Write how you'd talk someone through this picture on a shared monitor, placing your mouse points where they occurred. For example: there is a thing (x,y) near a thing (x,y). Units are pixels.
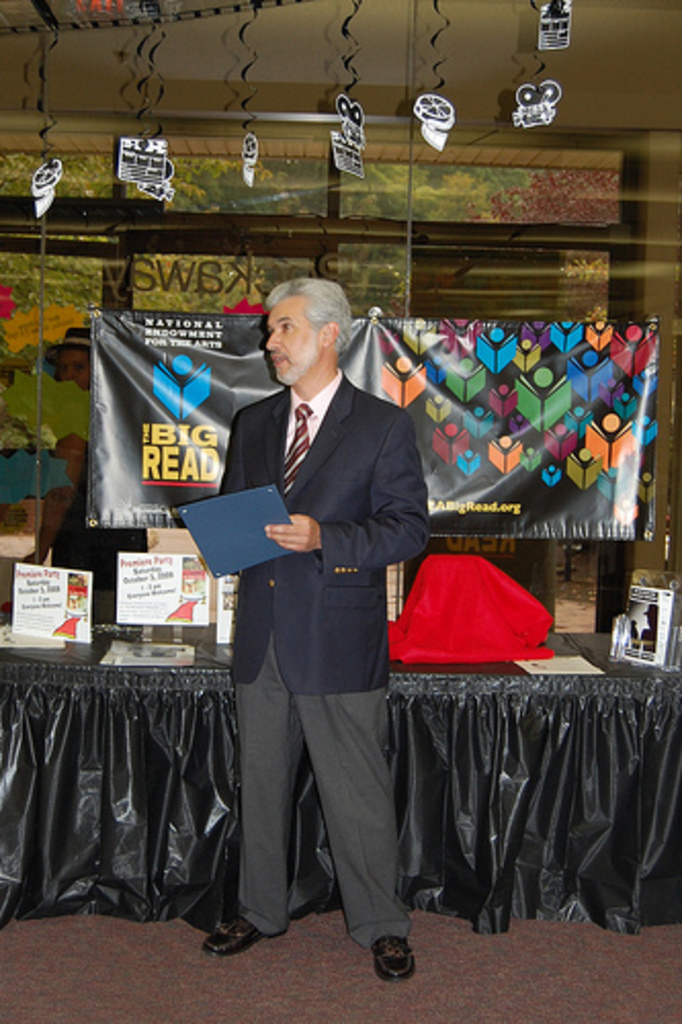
In this image there is a man (297,554) standing, holding an object (197,520) in his hand (281,528) on a floor (180,953), in the background (673,693) there is a table (448,679), on that table (43,824) there is a cloth (618,770), on that there are few objects (465,626), in the background (207,416) there is a banner (608,325) on that banner (228,418) there is some text (182,432) and a logos (467,372), behind that there is a wall (235,197), at the top (53,49) there is a ceiling (496,30) and there are few objects (546,35) hanged to the ceiling (517,59).
